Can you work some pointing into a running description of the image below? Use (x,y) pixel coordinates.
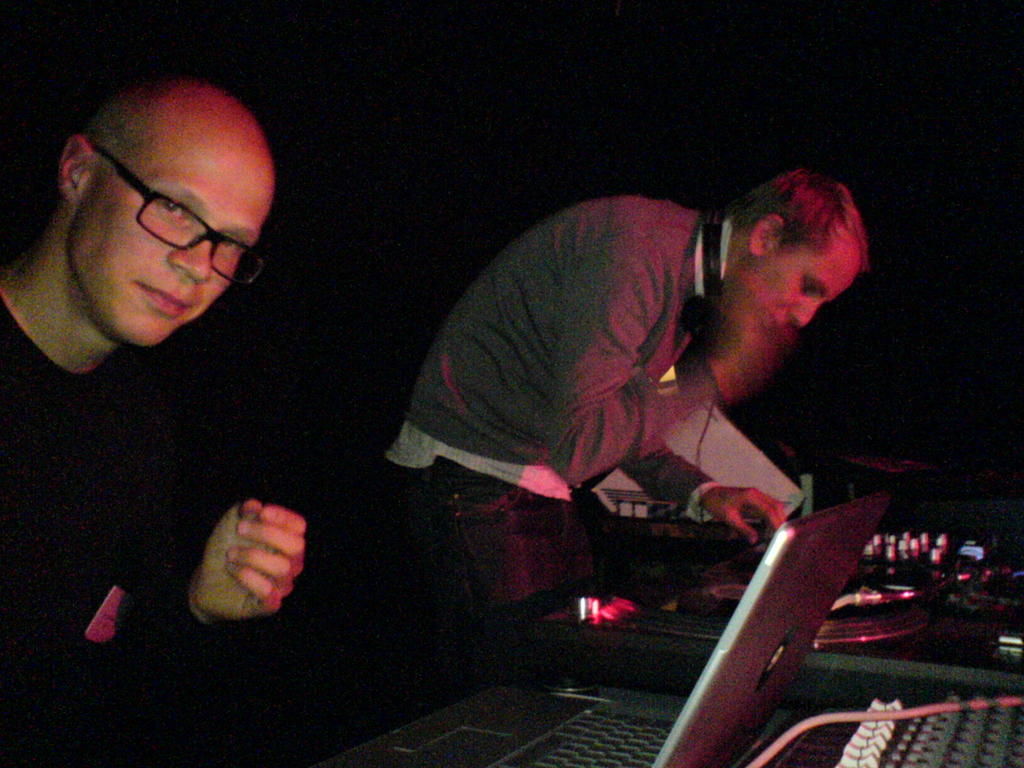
In this picture I can see a man (703,367) standing and he wore a headset (703,314) and he is operating a electronic device (611,619) and I can see a man (127,464) seated on the side and I can see a laptop (744,656) and a controller (769,741) on the table (803,697) and I can see dark background (923,126).
